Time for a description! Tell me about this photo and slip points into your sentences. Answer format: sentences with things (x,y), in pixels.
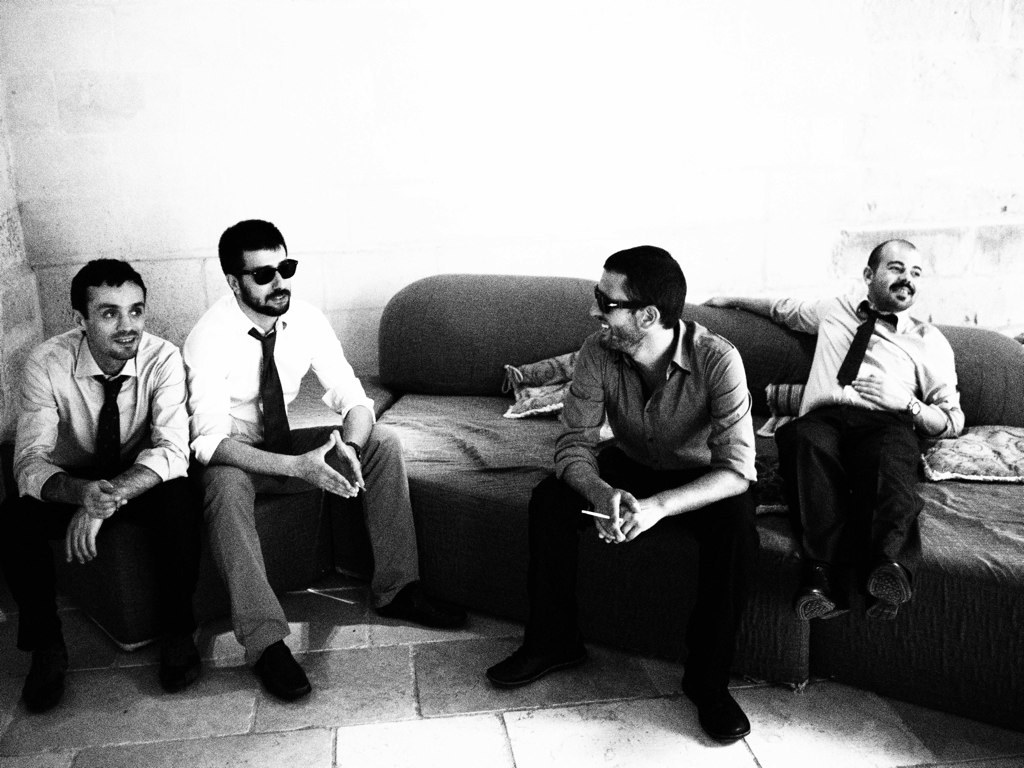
In the middle of the image (387,448) few people (944,354) are sitting on a couch (458,315) and smiling. Behind them there is a wall (339,235).
